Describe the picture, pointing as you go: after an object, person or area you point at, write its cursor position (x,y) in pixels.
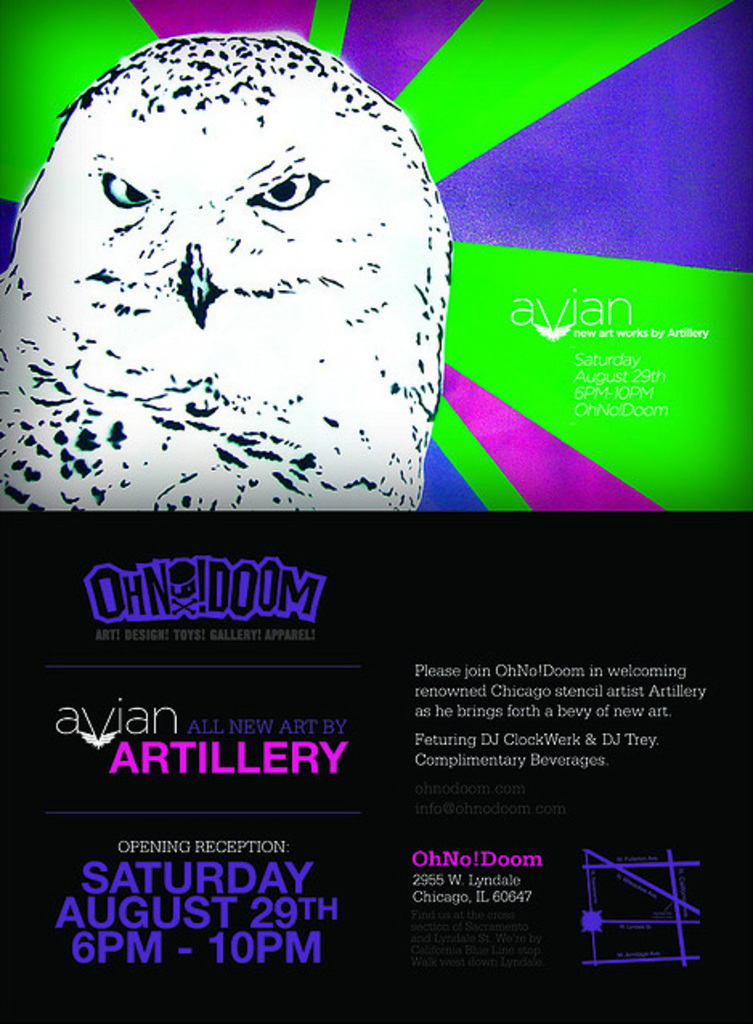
In this image there is a poster (729,250), on that poster (494,886) there is some text (472,881) and a picture (241,44) of an owl (382,292).
